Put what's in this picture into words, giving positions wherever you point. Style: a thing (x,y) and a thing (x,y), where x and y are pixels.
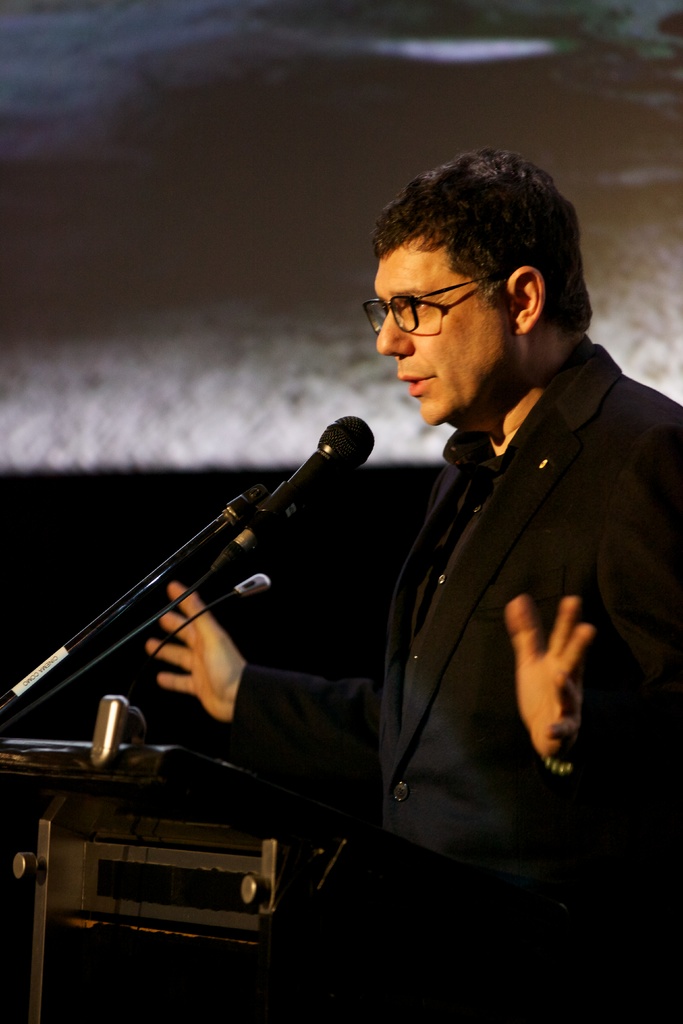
In the foreground of this image (468,773), there is man (476,748) wearing black coat (438,768) is standing in front of a mic stand (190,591) and there is also a podium (193,800) with mic (139,723) in front of him. In the background (99,348), it seems like a screen (119,274).
